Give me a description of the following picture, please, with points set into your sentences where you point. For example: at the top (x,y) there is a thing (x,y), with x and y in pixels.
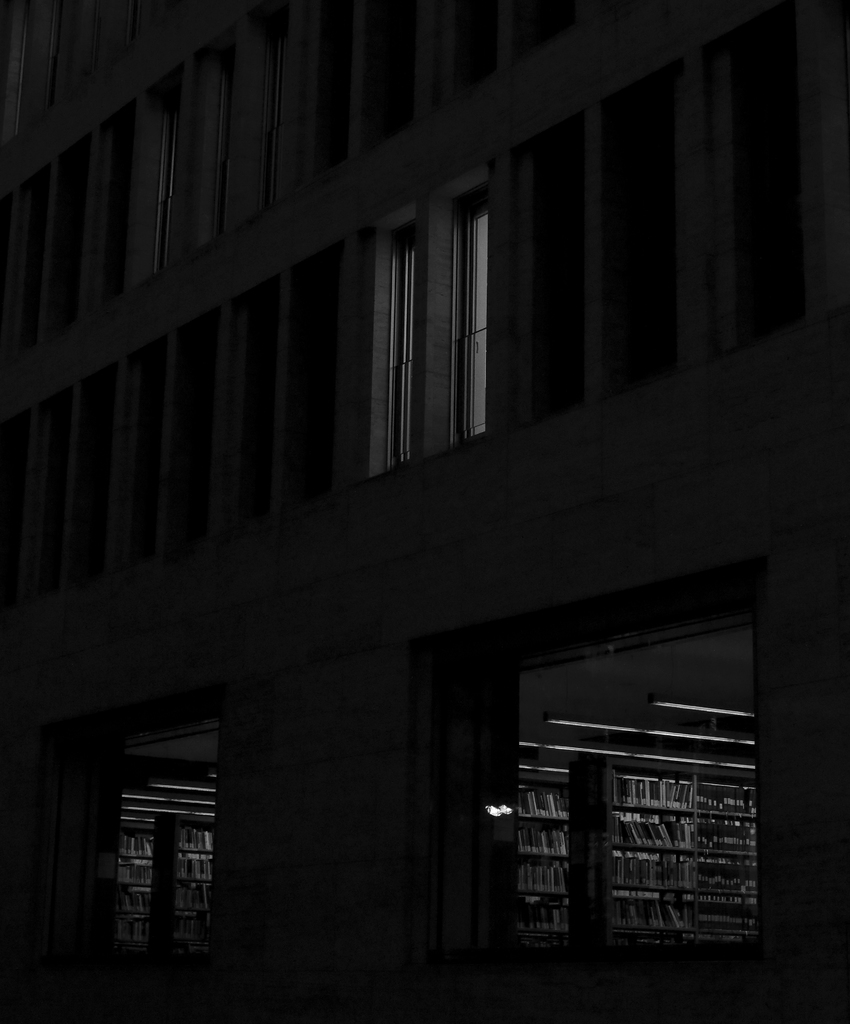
In this image we can see a building (536,569) and we can also see books (654,868) in racks (675,851).
